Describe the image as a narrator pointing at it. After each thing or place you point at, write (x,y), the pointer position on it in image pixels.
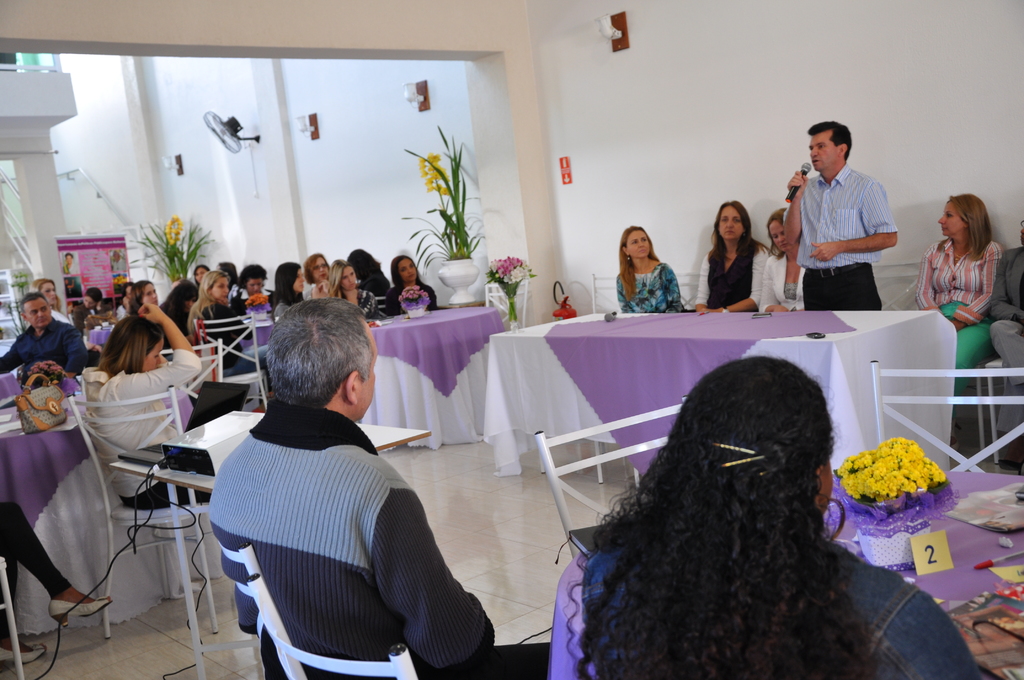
As we can see in the image there is a white color wall (673,100), fan (241,138), few people (66,324) here and there, chairs (960,463) and tables (505,332). On table (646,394) there is a projector (204,445), laptop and flower (942,482).
